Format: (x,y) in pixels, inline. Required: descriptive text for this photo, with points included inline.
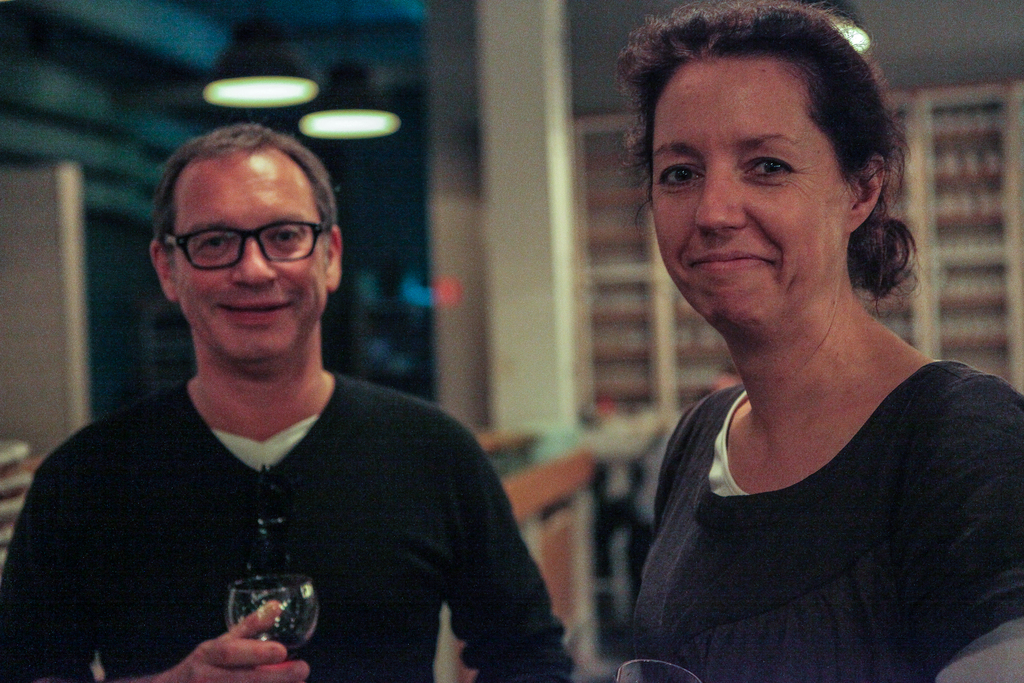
In this image we can see two persons (447,444). The man (220,426) is holding a glass (275,627) and at the back ground (619,334) we can racks (606,345) and a light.
